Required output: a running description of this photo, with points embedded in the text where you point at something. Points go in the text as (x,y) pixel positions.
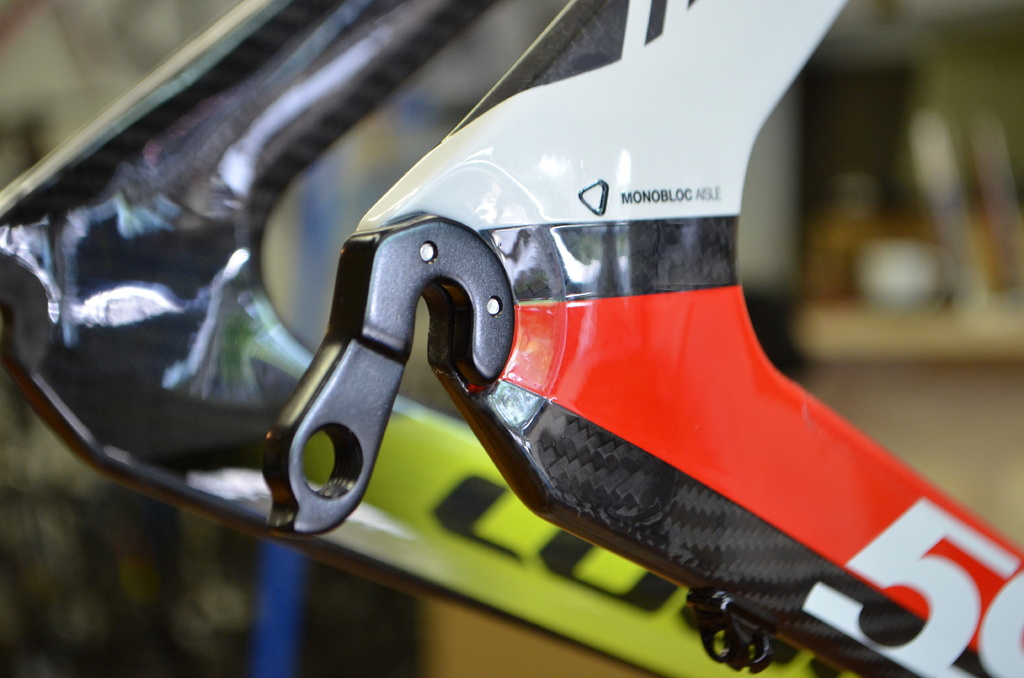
This is a zoomed in picture. In the center (635,333) there is a metal object (764,564). The background of the image (991,426) is very blurry.
